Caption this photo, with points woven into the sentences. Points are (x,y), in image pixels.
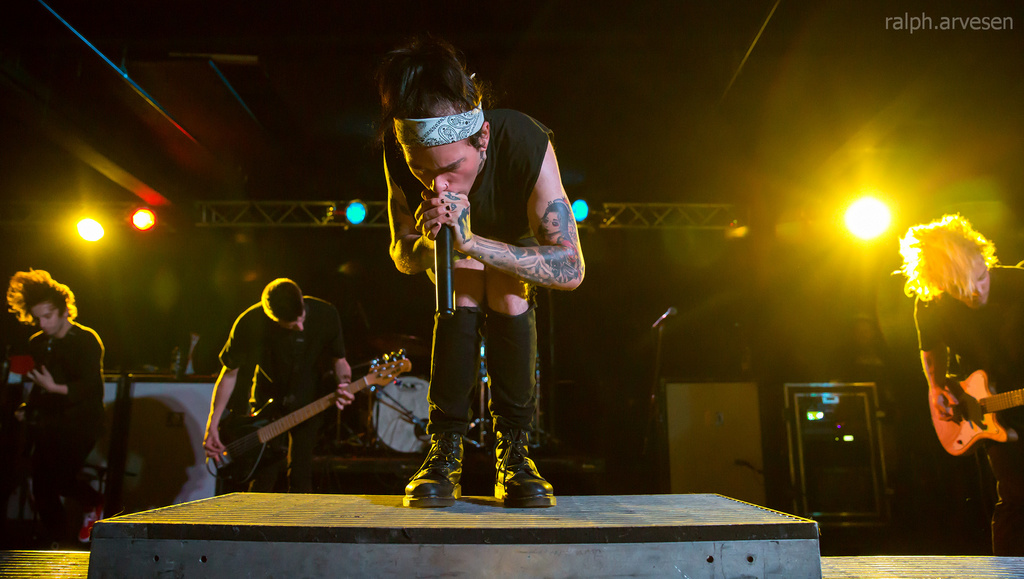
in the picture there are persons (456,234) singing by catching a microphone (439,305) and guitar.
